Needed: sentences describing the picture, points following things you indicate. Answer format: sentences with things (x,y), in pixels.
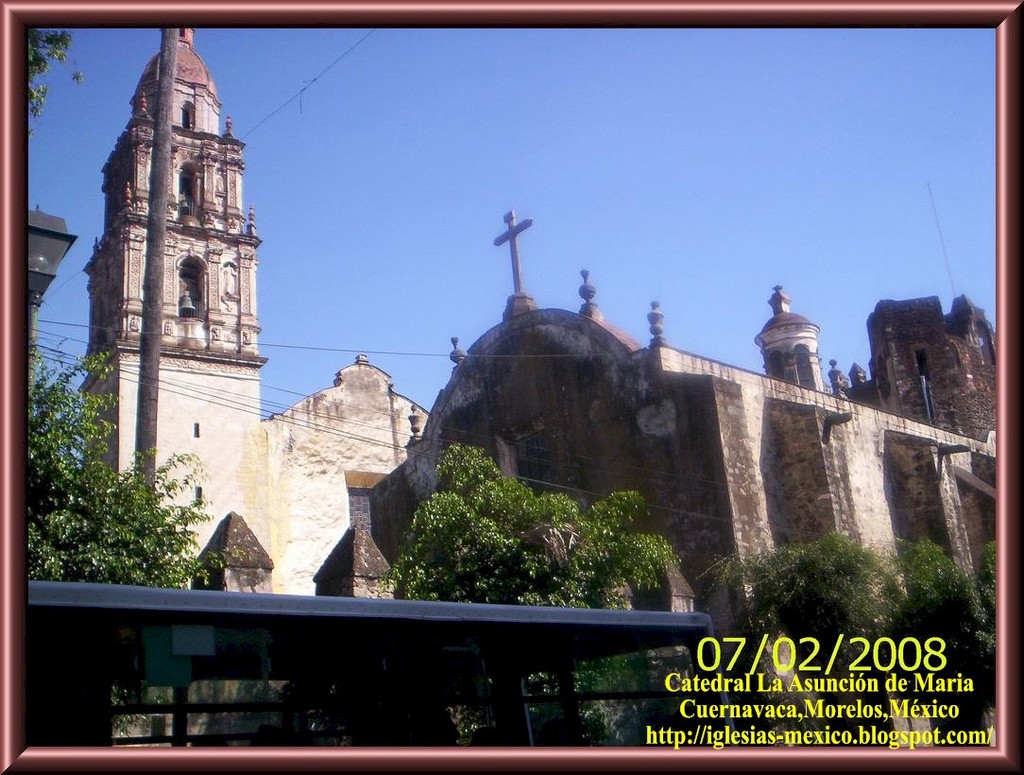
In this image we can see some buildings (527,344) with the cross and a bell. We can also see a pole (147,408), wires (244,395), trees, a roof (234,616) with some metal poles (184,727) and the sky (453,285) which looks clear. On the bottom of the image (779,693) we can see some text (764,701).
